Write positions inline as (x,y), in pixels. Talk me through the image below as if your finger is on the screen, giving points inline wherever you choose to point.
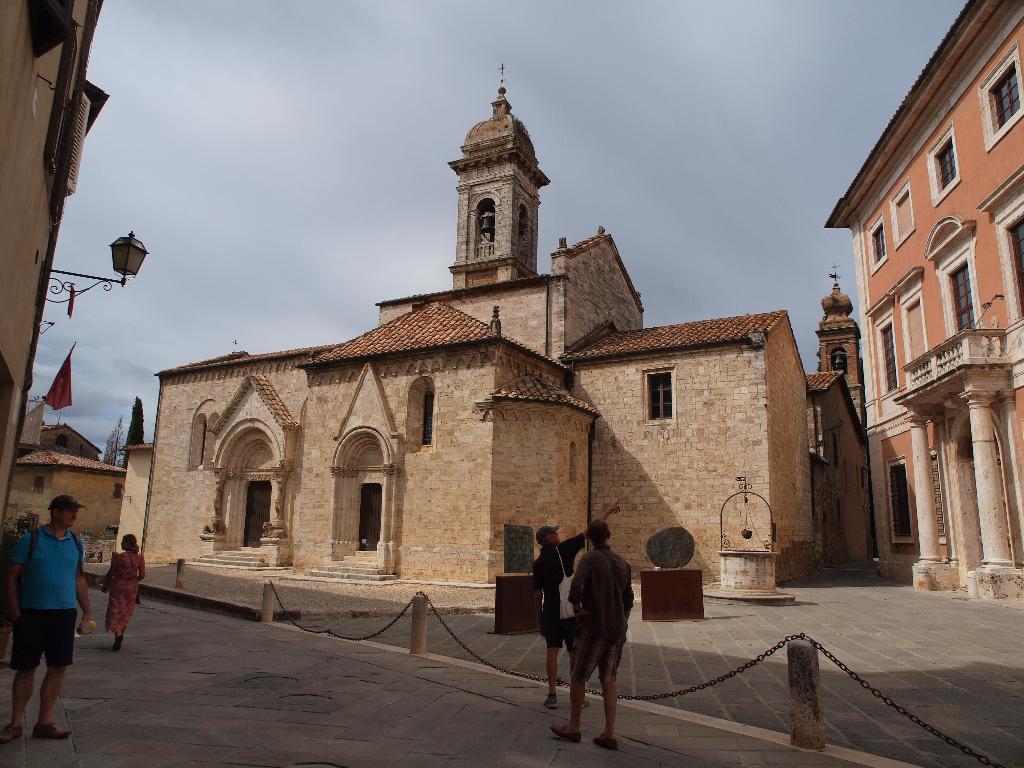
In this picture I can observe some people (554,611) walking on the land (225,677) in the bottom of the picture (20,564). I can observe a monument (573,410) in this picture. In the background (394,216) there is sky (692,159).
